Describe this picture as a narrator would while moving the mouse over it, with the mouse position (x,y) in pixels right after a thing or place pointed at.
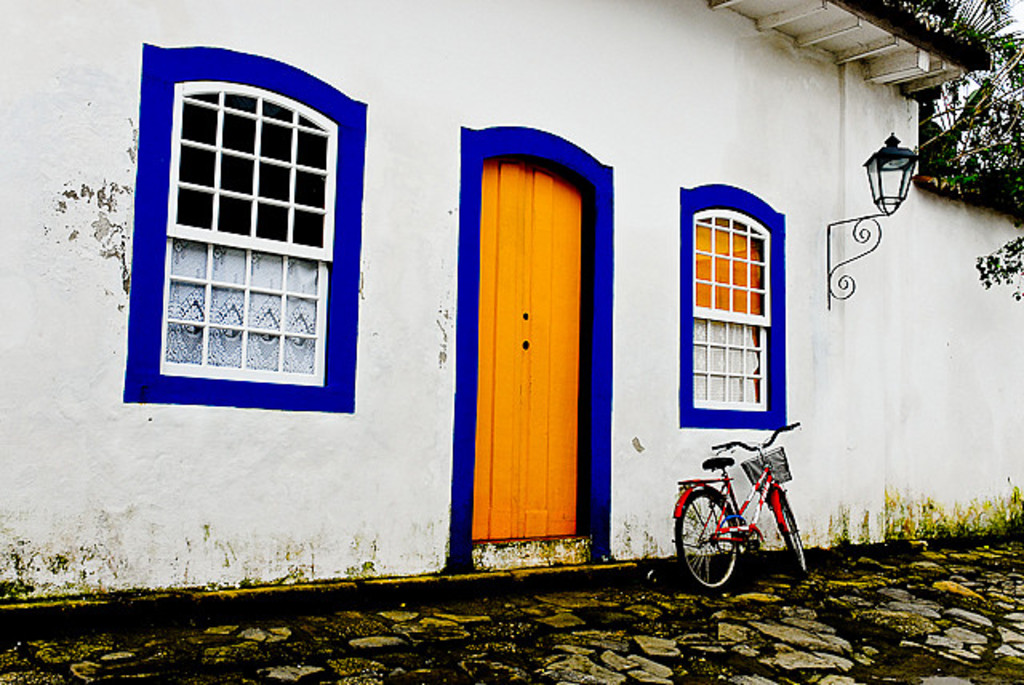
In this picture, we see a building (306,281) in white color. We even see windows (202,177) and a door (526,458) in orange color. In the right top of the picture (941,124), we see trees (927,100) and a hanging lantern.
